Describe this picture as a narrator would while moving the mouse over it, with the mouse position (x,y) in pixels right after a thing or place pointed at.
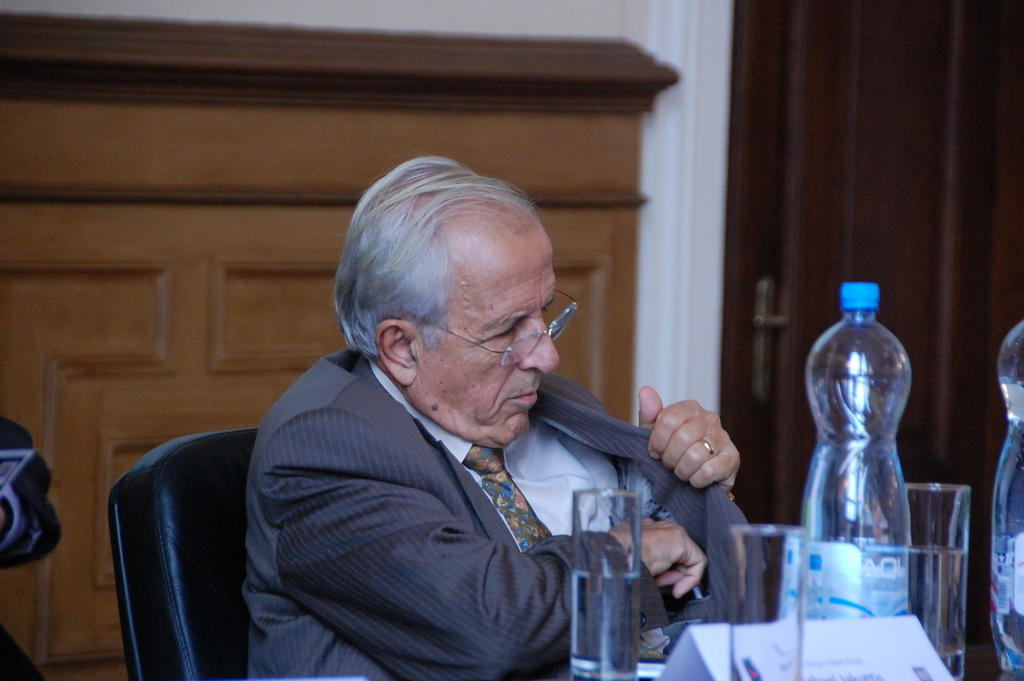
In this image i can see a man (397,442) sitting on a chair (158,498) there is a bottle (857,422), three glasses (764,607) in front of him at the back ground (626,236) a cup board (604,59) and a wall (593,30).
